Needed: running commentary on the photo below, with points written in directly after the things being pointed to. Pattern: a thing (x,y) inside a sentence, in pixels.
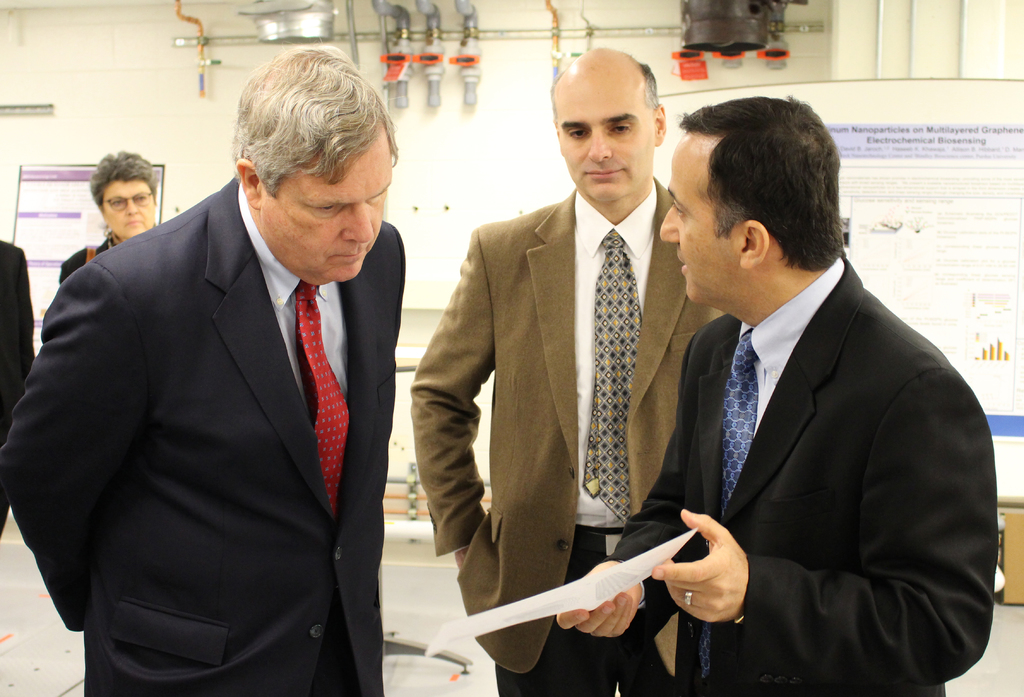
In this image I can see few people (505,345) standing. In front (775,596) person (746,469) is holding a paper (616,577). He is wearing black coat (756,457) and blue tie (742,436). Back Side I can see few boards (896,211) and pipes (775,9), machines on the wall (489,149). The wall (487,135) is in white color.
